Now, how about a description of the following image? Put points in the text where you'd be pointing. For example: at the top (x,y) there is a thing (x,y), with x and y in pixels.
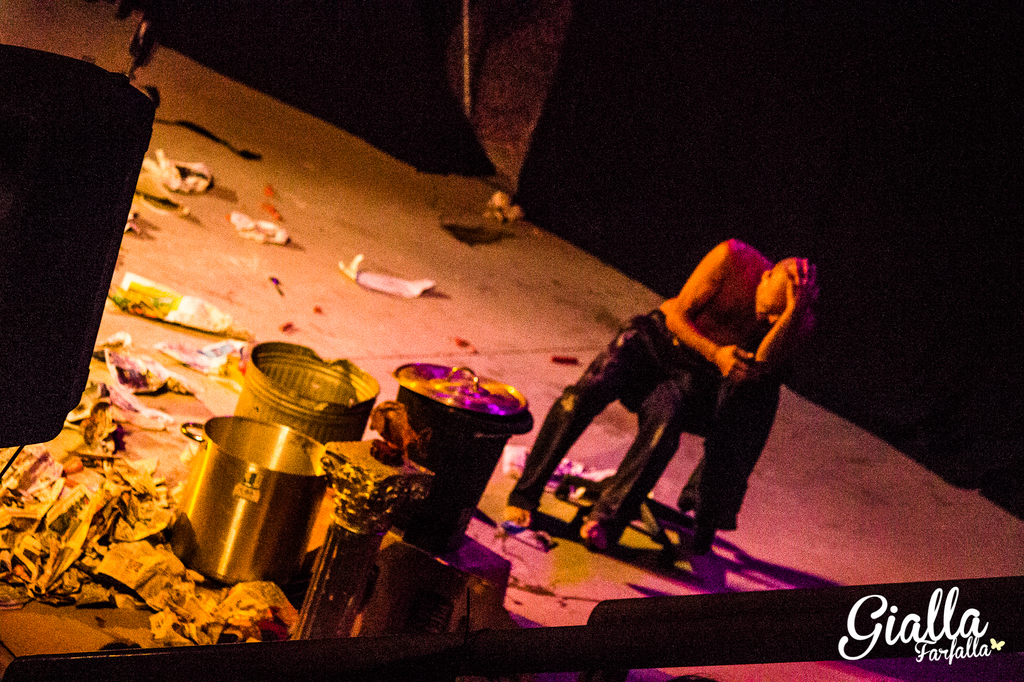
In the foreground of the picture (346,392) there are bins (424,501), papers (116,464), text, iron frame (766,620) and other objects (331,454). In the background (757,49) it is looking like a wall (834,177). At the top left (148,43) there is an object (141,91).
